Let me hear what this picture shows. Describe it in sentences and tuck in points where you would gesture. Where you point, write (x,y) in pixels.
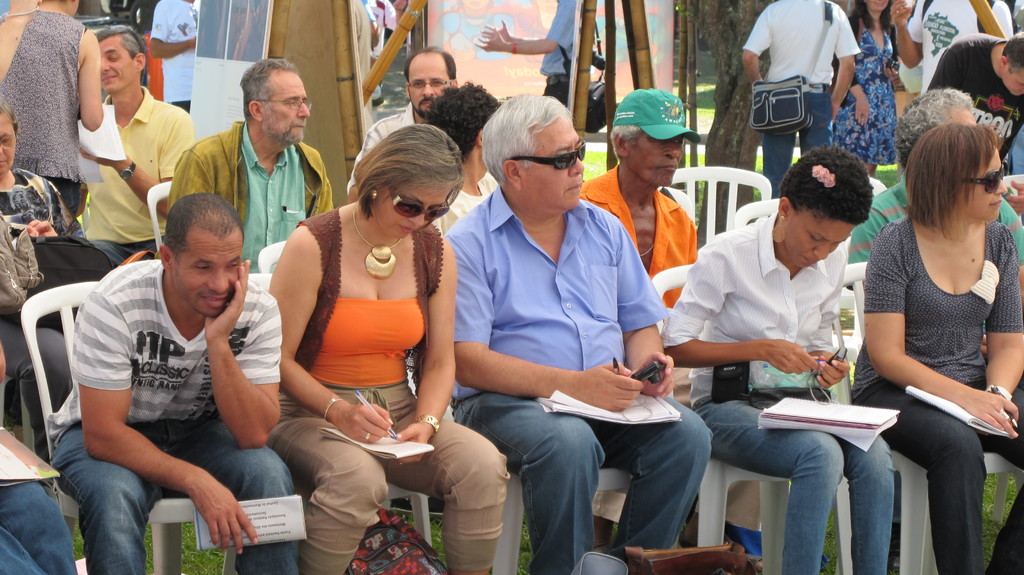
In this image we can see some people (692,458) sitting on chairs (723,465) holding objects (975,418) in their hands (381,420). In the foreground (404,556) we can see some bags (727,571) placed on the ground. In the background (870,70), we can see some people (887,70) standing on the grass field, wooden poles (684,73) and boards (453,40) with some pictures (664,46). At the top of the image (726,22) we can see a tree (733,37).
